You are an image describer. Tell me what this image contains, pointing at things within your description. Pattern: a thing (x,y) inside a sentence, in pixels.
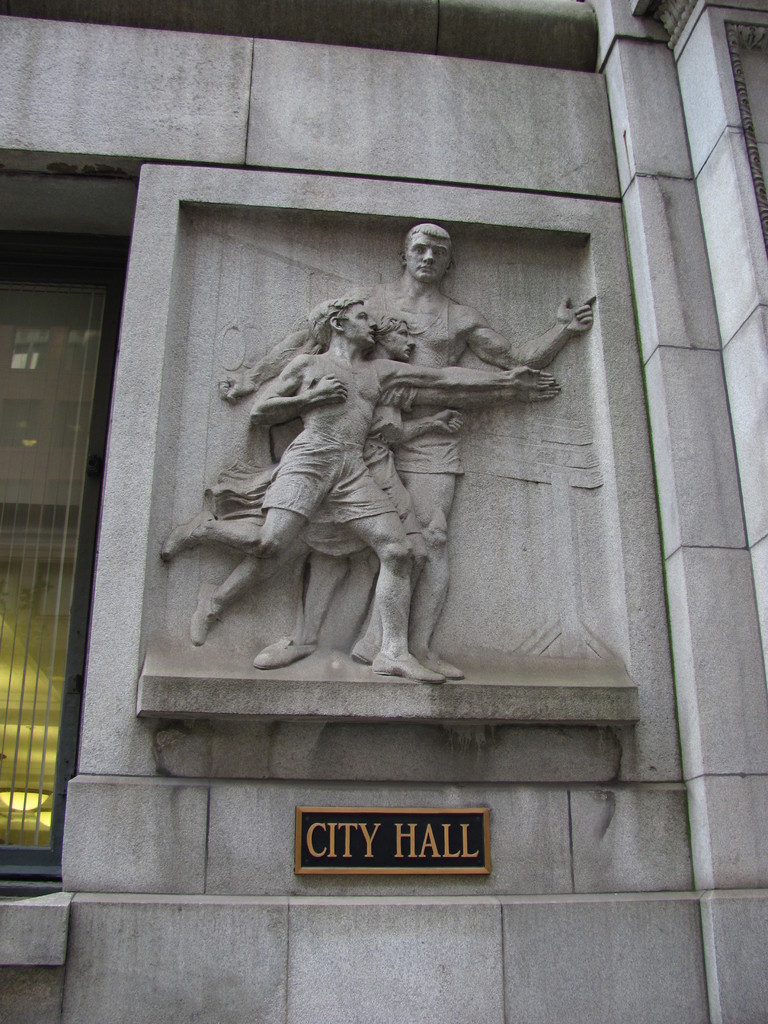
In this image I can see a sculpture (363,416) on the wall (306,242). Under the sculpture (336,435) there is a name board (397,848) attached to the wall (225,818). On the left side (67,477) there is a glass (54,375).
